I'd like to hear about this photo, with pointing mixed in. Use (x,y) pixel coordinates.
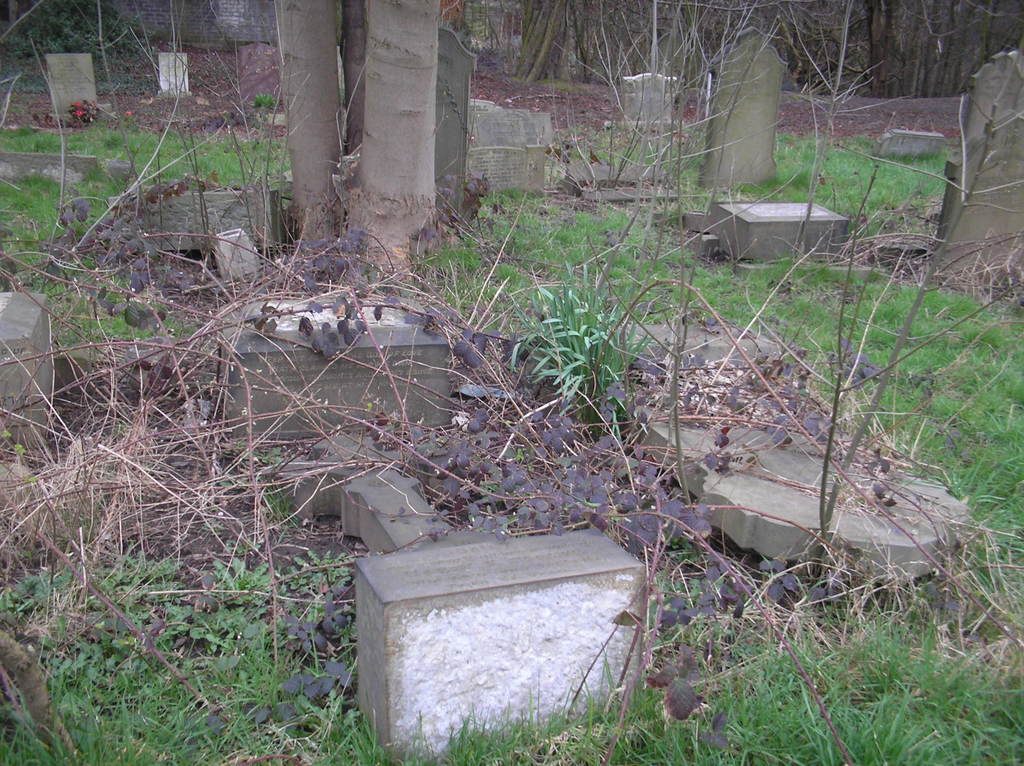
The picture is taken in a cemetery (527,622). In this picture there are plants (461,223), trees (409,106), grass (208,684) and gravestones (444,664). At the top (423,20) there are trees (604,36).
